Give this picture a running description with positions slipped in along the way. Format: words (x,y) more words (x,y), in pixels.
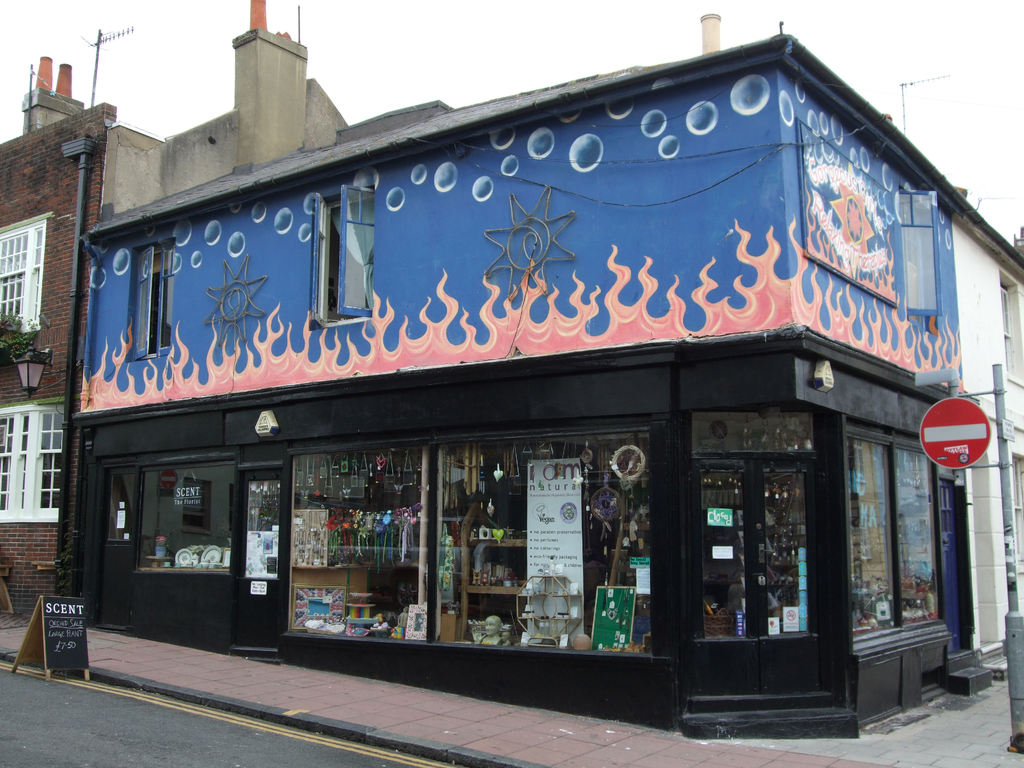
In this picture I can see buildings (557,306) and a sign board (966,455) to the pole (997,426) and a board (71,649) with some text (66,636). I can see a plant (11,319) and painting (619,255) on the wall (824,301) and from the glass (341,565) I can see few items (335,531) and a board (548,536) with some text (550,517) it looks like a store (618,560) and a cloudy sky (486,78).
